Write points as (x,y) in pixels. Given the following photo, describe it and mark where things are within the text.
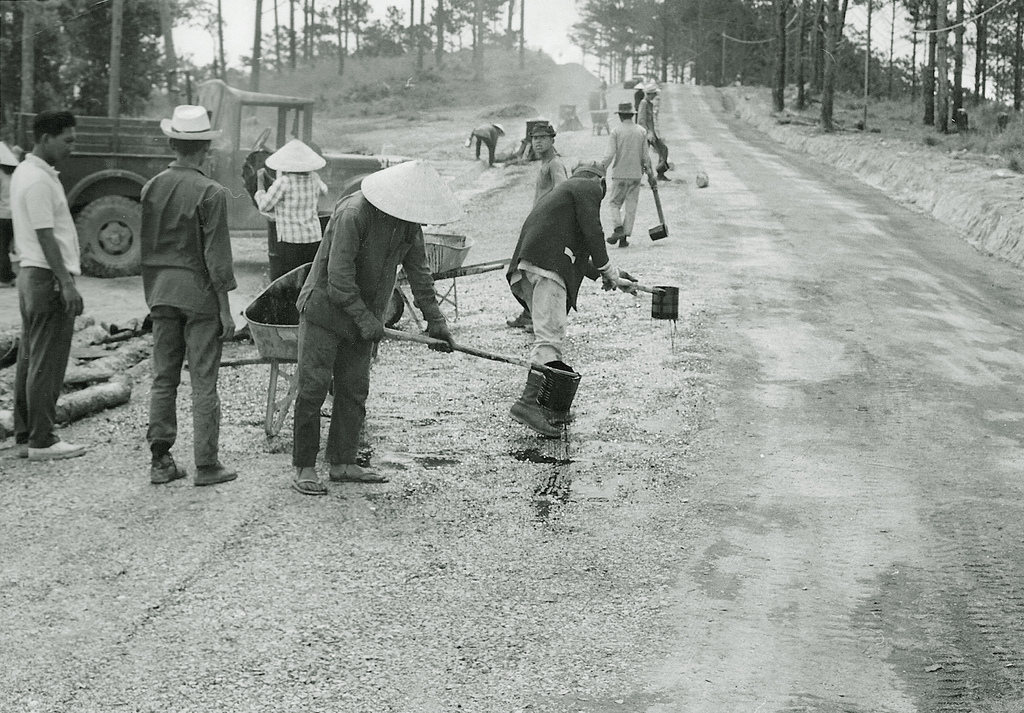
In this image I can see number of people (217,251) are standing on the road (484,335) and I can see most of them (270,196) are wearing hats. I can also see few of them (565,291) are wearing gloves (378,334) and few of them (346,346) are holding things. On the left side of the image (284,411) I can see few trolleys (447,241), few things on the ground (93,308) and a vehicle (279,148). On the both sides of the road (823,182) I can see number of trees (8,72) and I can also see this image is black and white in colour.
